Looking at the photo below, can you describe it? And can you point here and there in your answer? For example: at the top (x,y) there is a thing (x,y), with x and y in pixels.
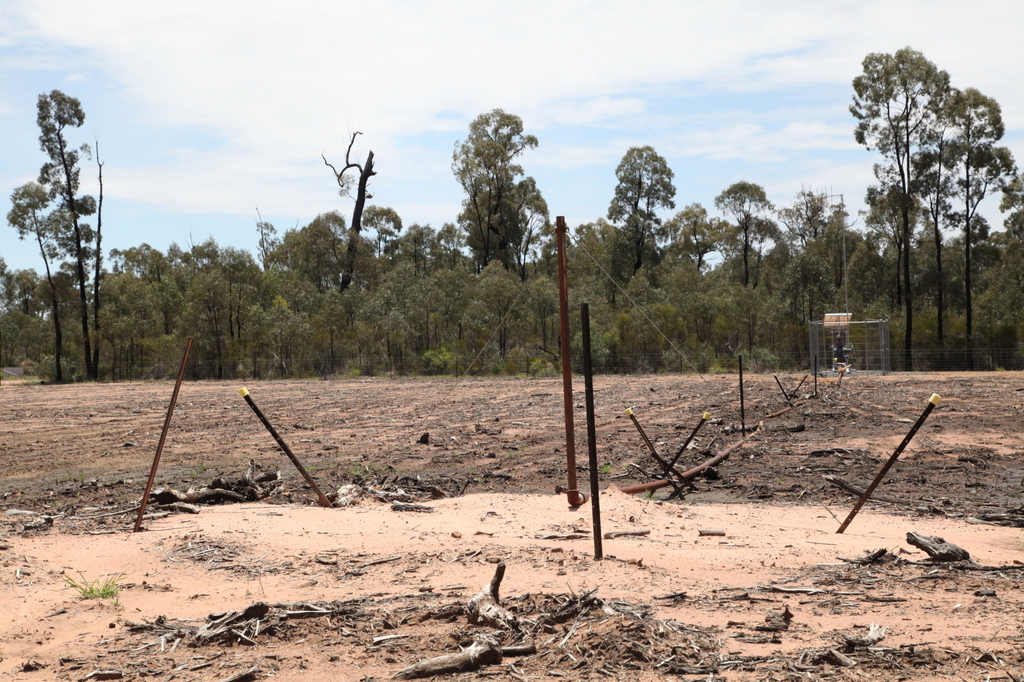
This picture is clicked outside. In the foreground (832,543) we can see the metal rods (566,367) and a metal object (853,355) and the ground (467,415). In the background (723,119) there is a sky (643,105) and the trees (816,280).
